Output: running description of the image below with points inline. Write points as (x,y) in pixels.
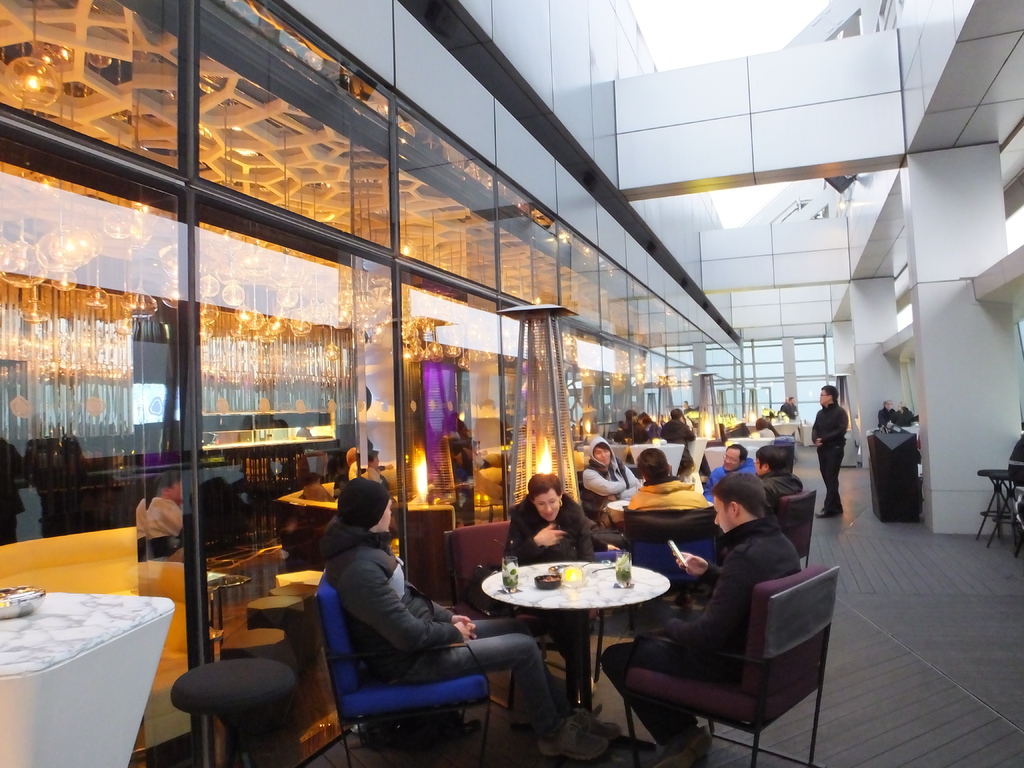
In this image I can see number of people (619,483) are sitting on chairs (782,515). I can also see few tables (605,606) and few glasses (515,577) on it.
